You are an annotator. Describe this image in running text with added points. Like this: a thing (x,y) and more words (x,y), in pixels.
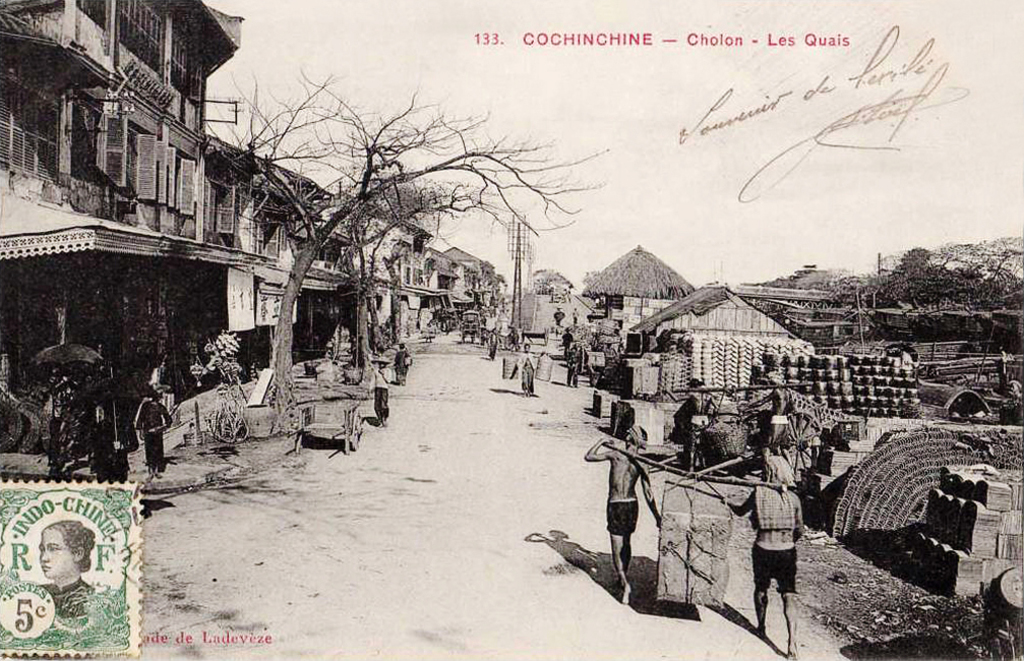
In this image I can see a picture in which I can see few buildings (312,311) on both sides of the road (503,519), few persons (601,454) standing on the road (409,373), few metal poles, few trees (271,169) and in the background (702,146) I can see the sky (658,126). To the left bottom of the image (95,630) I can see a stamp (96,495) which is green in color.
